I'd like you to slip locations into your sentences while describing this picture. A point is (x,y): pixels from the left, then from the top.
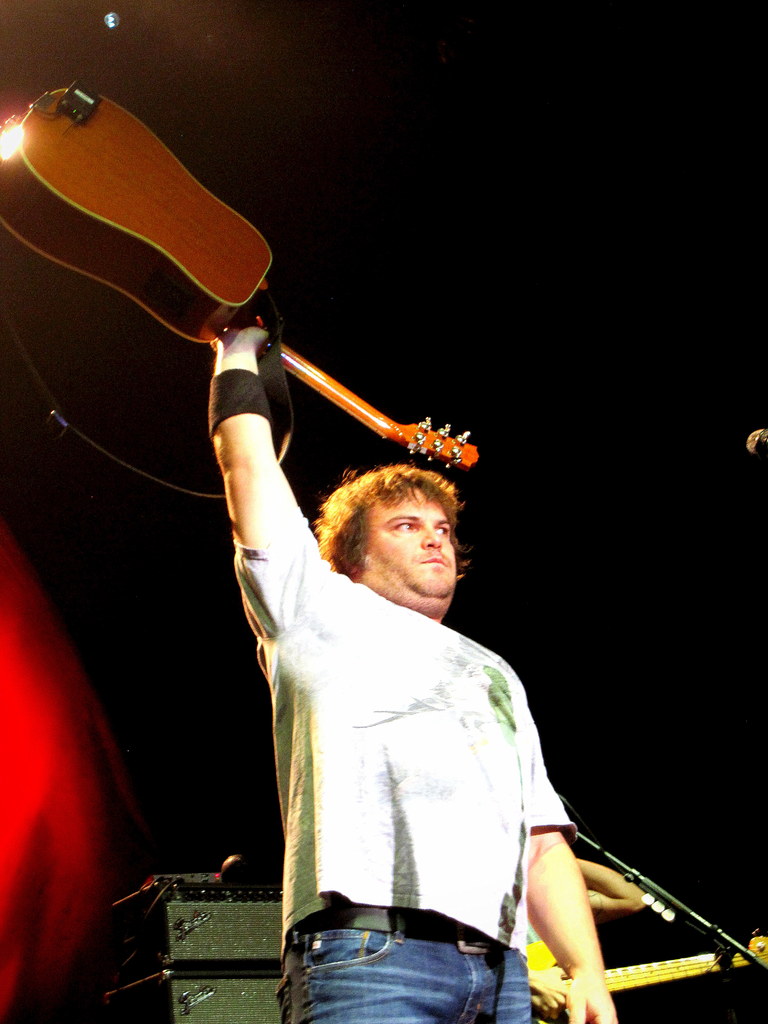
In this picture a man (331,607) is standing, he is holding a guitar (221,333) in his hand (256,365). and he is wearing a t-shirt (509,830) with blue pant (423,997), and here it is a microphone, and here it is a light (6,147).
